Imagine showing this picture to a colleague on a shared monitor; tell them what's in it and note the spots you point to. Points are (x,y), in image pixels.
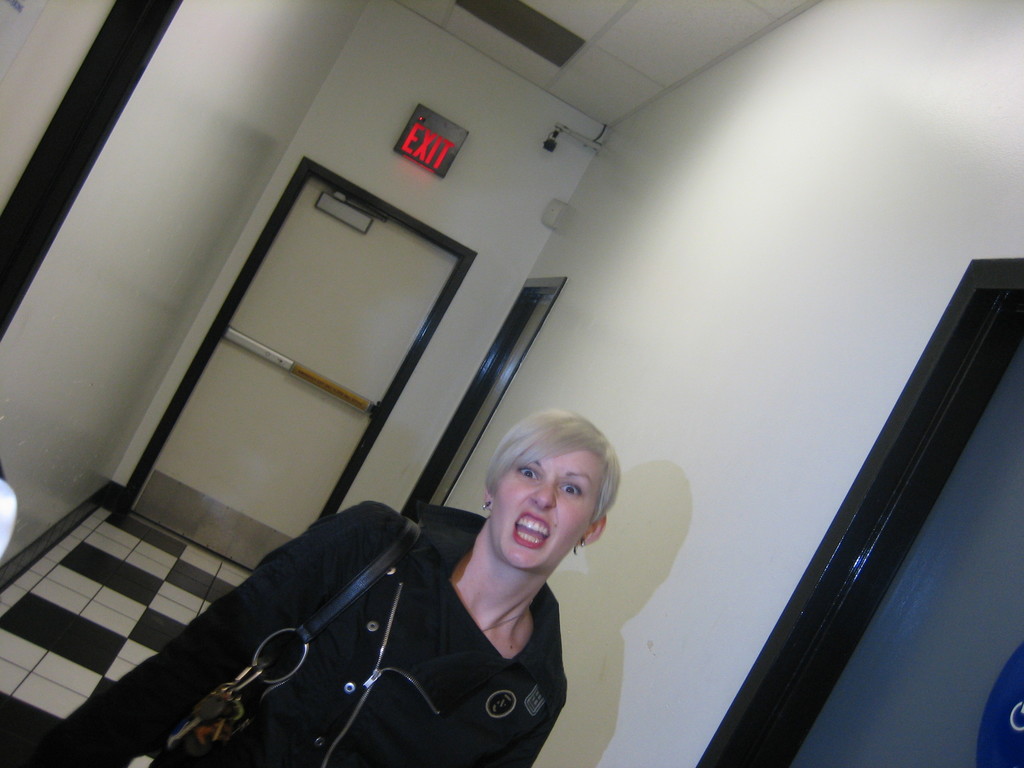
In this image I can see a person (393,597). In the background (428,141), I can see some text (435,156) written on the wall (381,145).
